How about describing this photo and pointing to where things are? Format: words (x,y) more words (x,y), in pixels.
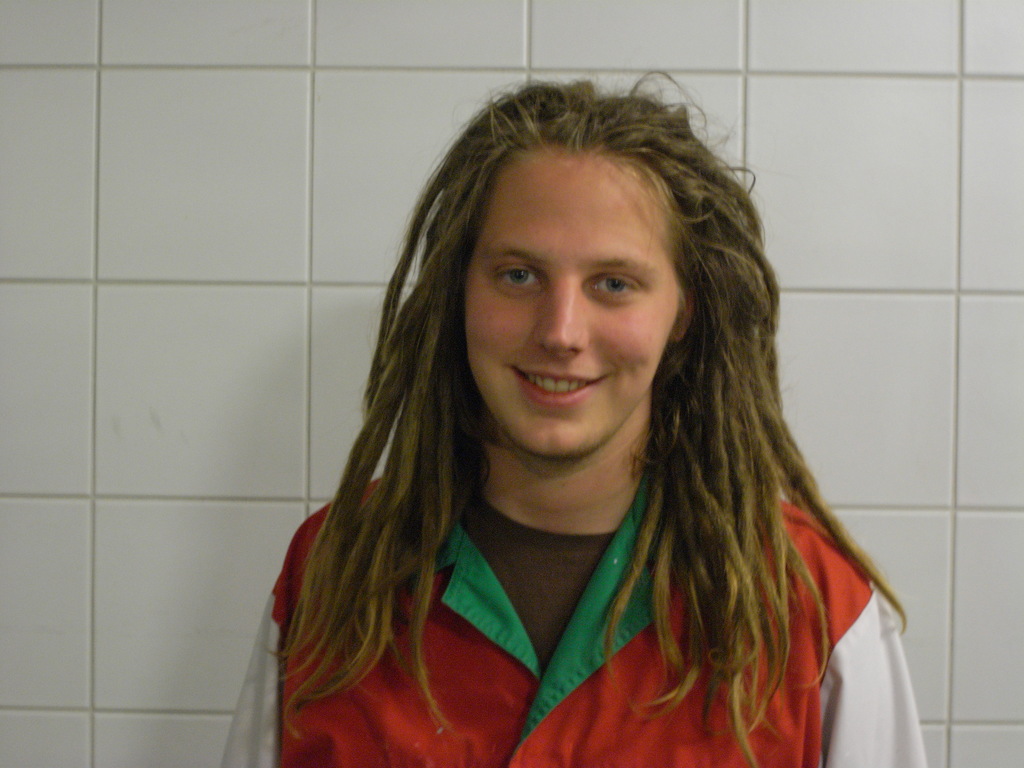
In this image there is one person (618,543) standing in the middle of this image (581,423) is smiling. There is a wall (156,299) in the background (233,258).
